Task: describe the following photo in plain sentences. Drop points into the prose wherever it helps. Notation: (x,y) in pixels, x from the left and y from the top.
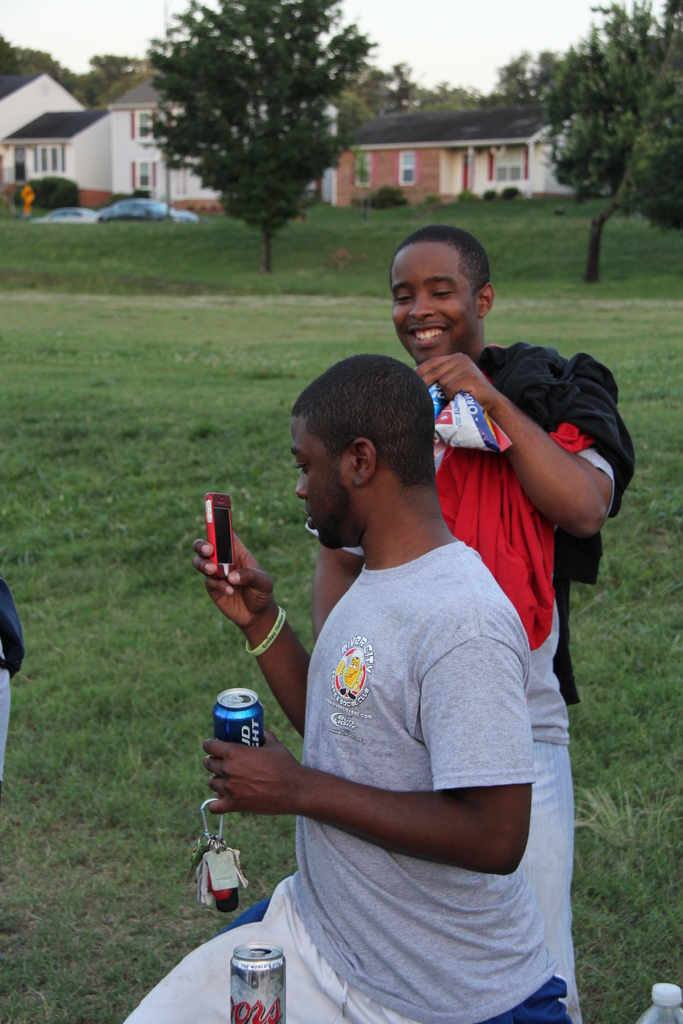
In this image I can see a person (409,749) wearing ash colored dress (430,759) is standing and holding a mobile (226,542) and few other objects (239,722) in hands (267,737). In the background (107,399) I can see another person's (526,431) standing, few trees (247,169), few buildings (58,163), some grass (115,393) and the sky (427,77). To the right bottom of the image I can see a bottle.
